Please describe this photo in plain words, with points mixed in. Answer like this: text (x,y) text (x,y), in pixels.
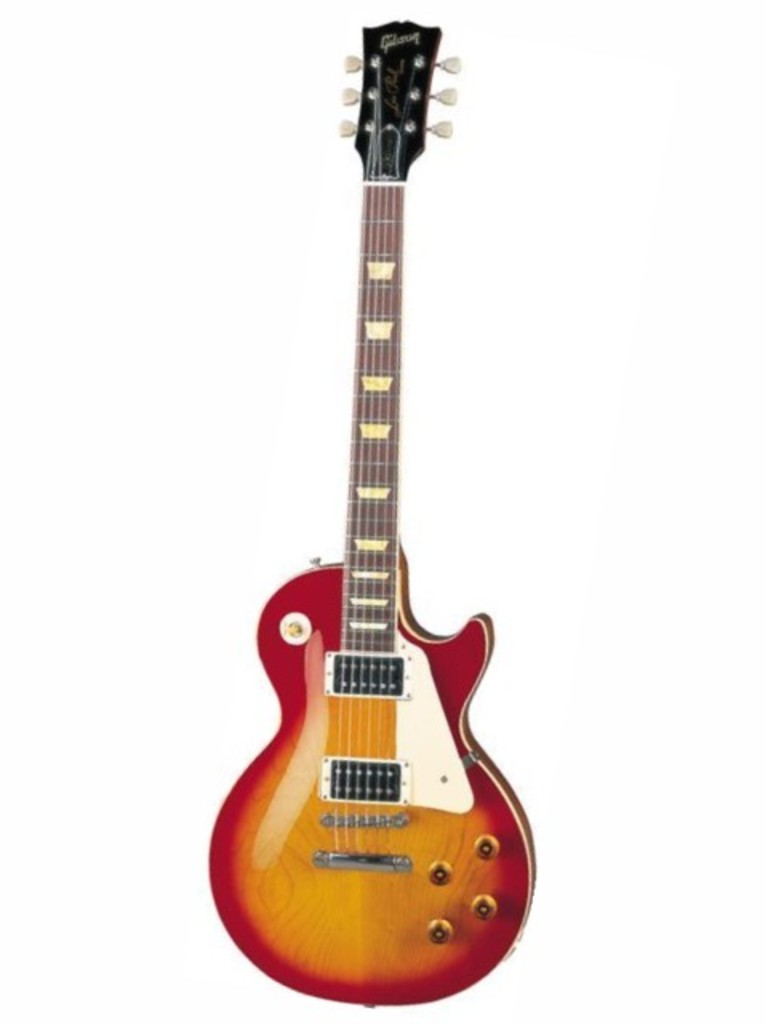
Red and yellow color guitar (339,699) with strings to it and this is in standing position.
